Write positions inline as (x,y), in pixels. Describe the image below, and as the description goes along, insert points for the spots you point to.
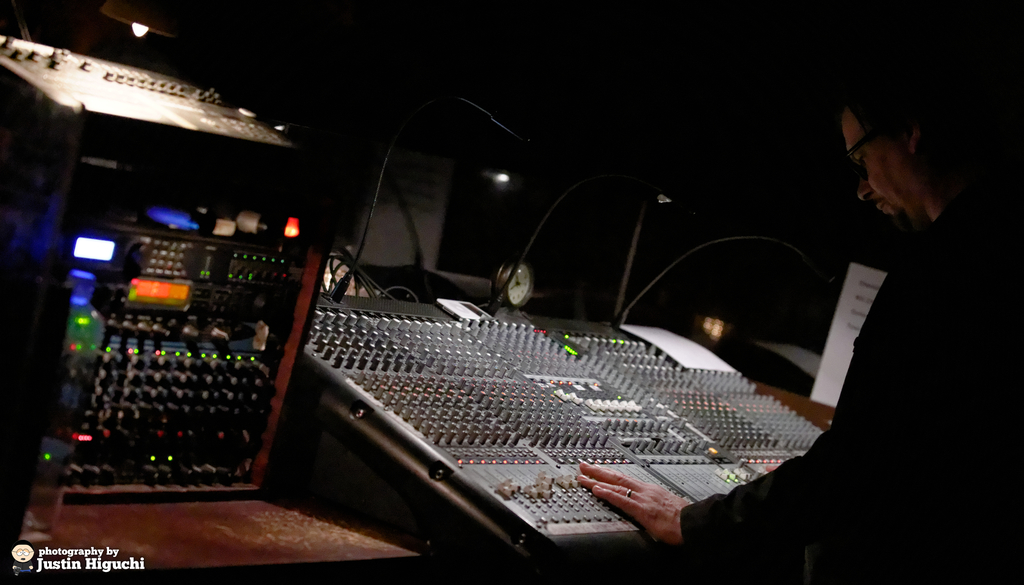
In this image there is a person (972,293) operating an electronic device (567,407) in front of him, beside the device (428,379) there is another electronic device (204,273).
